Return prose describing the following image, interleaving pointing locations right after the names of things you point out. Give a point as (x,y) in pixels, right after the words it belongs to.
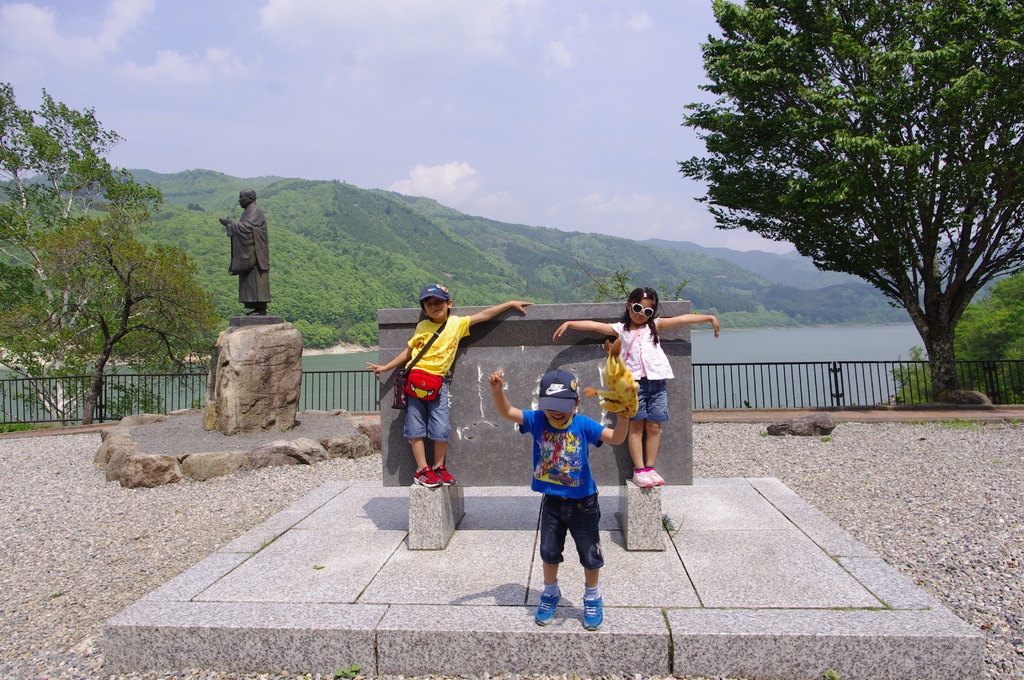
In this image I can see few children (632,423) are standing in the front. In the background (83,333) I can see railing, few trees (967,188), water (845,334), clouds (220,66), the sky (467,100) and a black colour sculpture (252,222).
